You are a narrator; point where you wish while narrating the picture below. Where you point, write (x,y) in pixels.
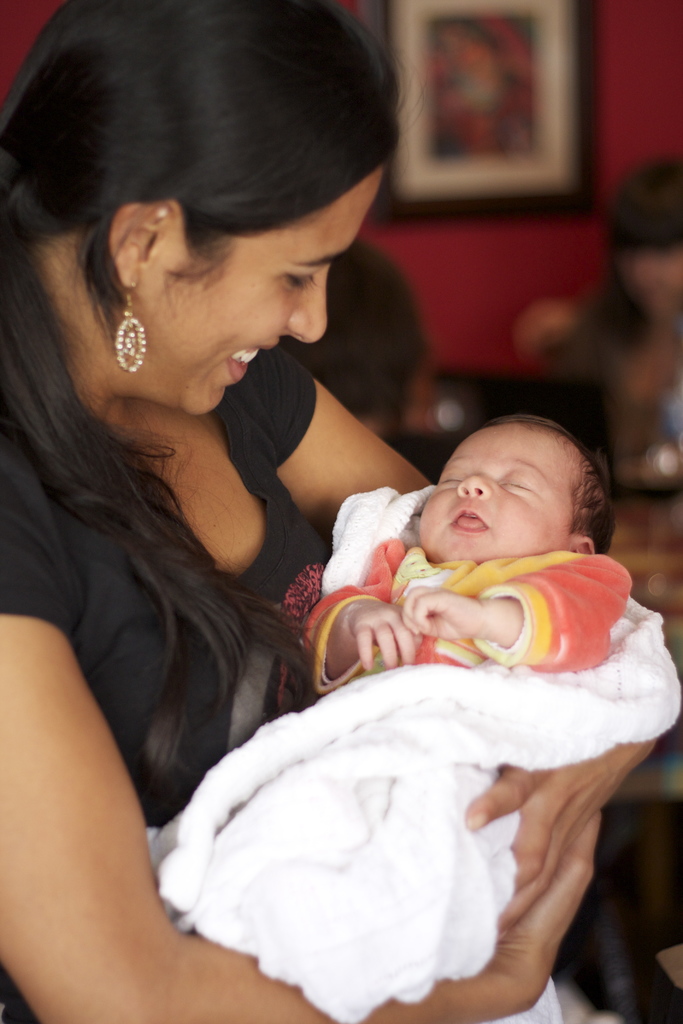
In this image I can see a woman (335,474) in the front (136,563) and I can see she is holding a baby (424,563). I can also see she is wearing black dress (286,420) and under the baby (570,588) I can see a white cloth (406,682). In the background (419,314) I can see two persons (365,349) and a frame (537,205) on the wall (611,53). I can also see this image is little bit blurry in the background (461,385) and in the front (263,306) I can see smile on the woman's face (205,345).
